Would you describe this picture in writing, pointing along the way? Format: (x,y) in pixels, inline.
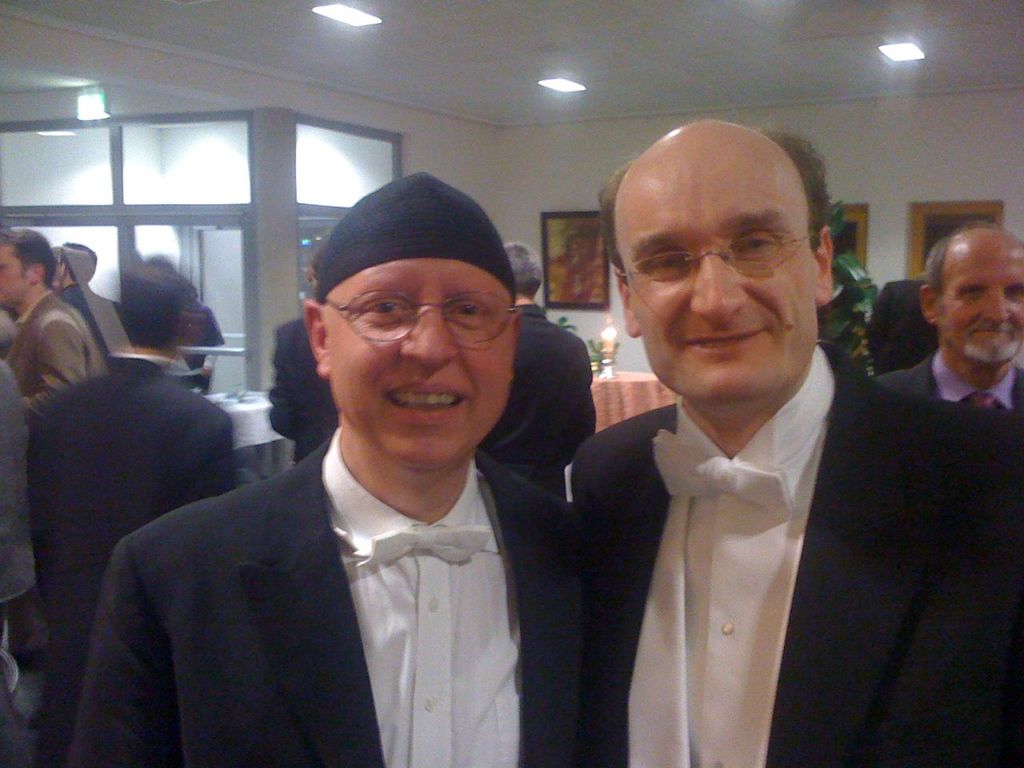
There are two persons (712,425) in suits (848,425), smiling and standing. In the background (170,380), there are other persons (42,298), there are photo frames (961,211) attached to the white wall (948,162) and there are lights (900,48) attached to the roof (527,67).
